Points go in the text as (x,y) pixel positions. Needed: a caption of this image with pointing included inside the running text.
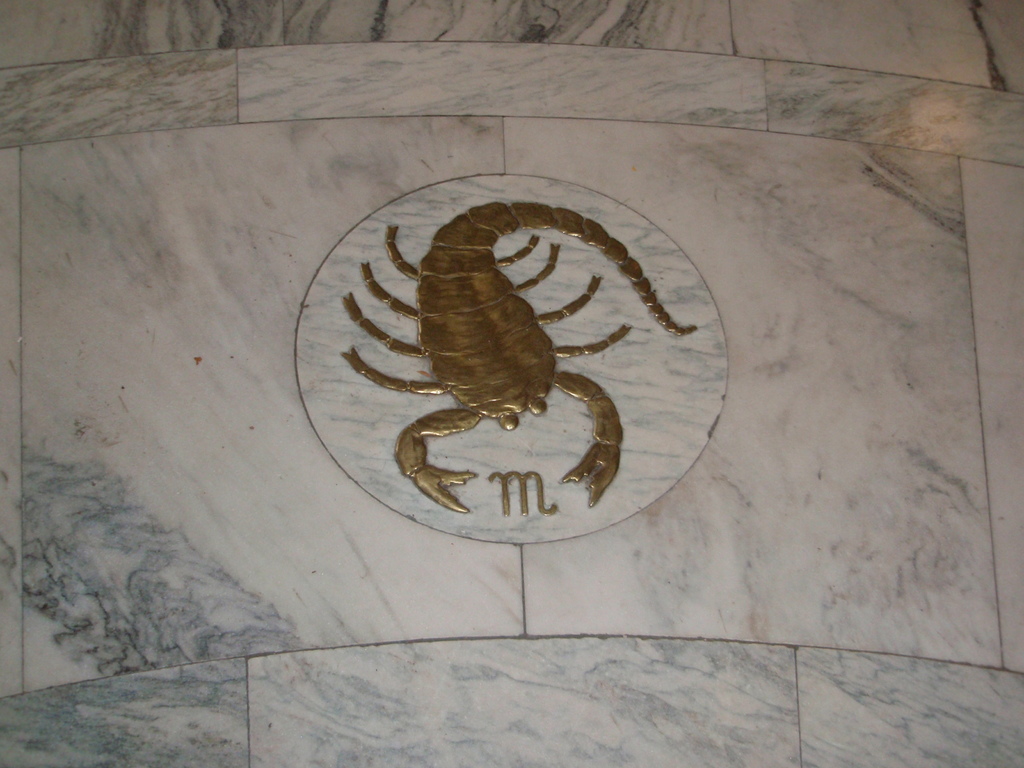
In the center of the image (501,390) we can see a picture of a scorpion (479,308) on the wall (488,563).
